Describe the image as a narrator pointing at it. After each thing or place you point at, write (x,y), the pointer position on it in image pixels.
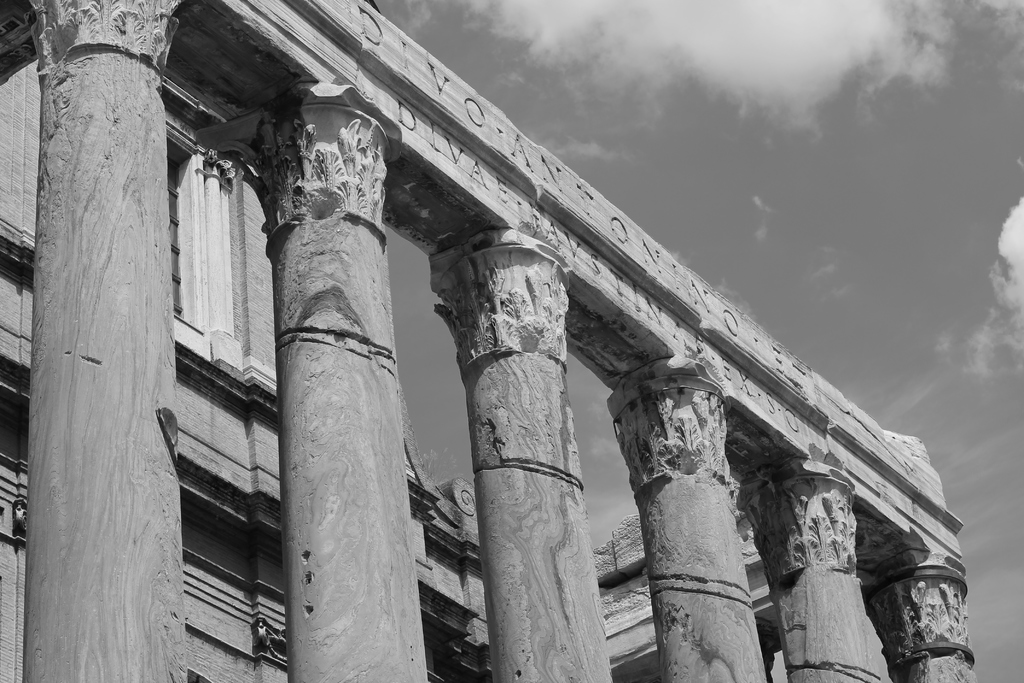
This image consists of a building (169,374). In the front (63,444), we can see the pillars (151,516). At the top (342,34), we can see the text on the beam (803,405). At the top (840,114), there are clouds (612,0) in the sky (931,410).
